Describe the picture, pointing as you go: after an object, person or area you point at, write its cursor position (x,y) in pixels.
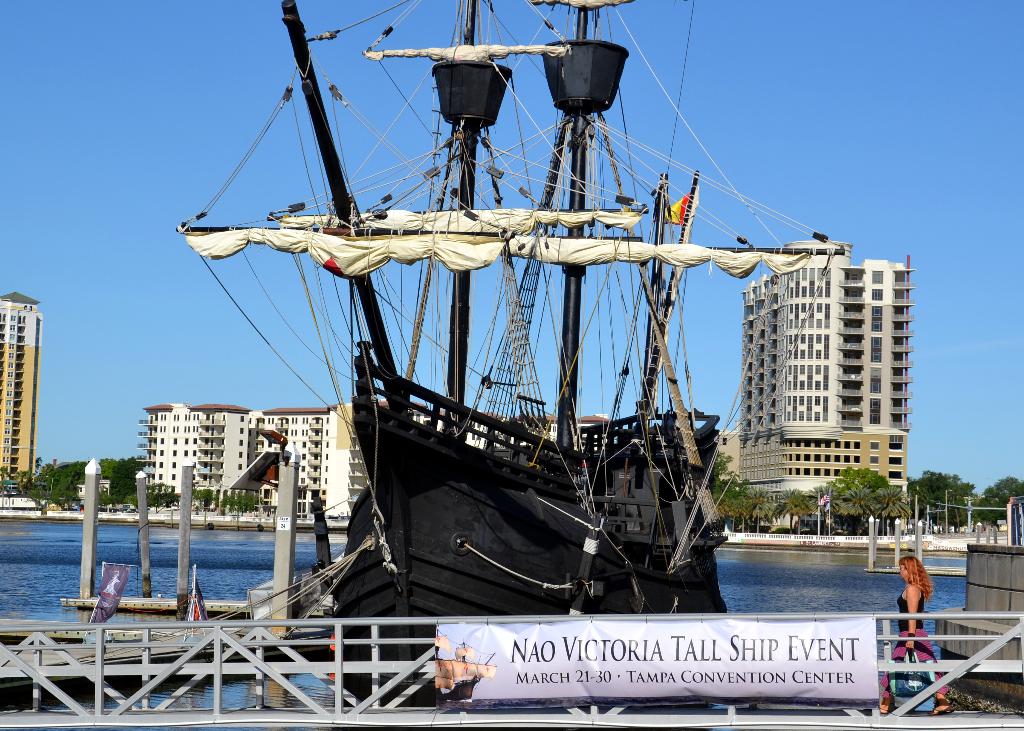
In the picture we can see a walking bridge (202,723) with a railing (190,720) to it and woman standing over there and behind the bridge (177,724) we can see a boat (623,489) which is black in color with some poles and wires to it and behind the boat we can see water (165,688) and far away from it we can see some buildings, poles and trees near it and we can see the sky (937,35) behind it.
